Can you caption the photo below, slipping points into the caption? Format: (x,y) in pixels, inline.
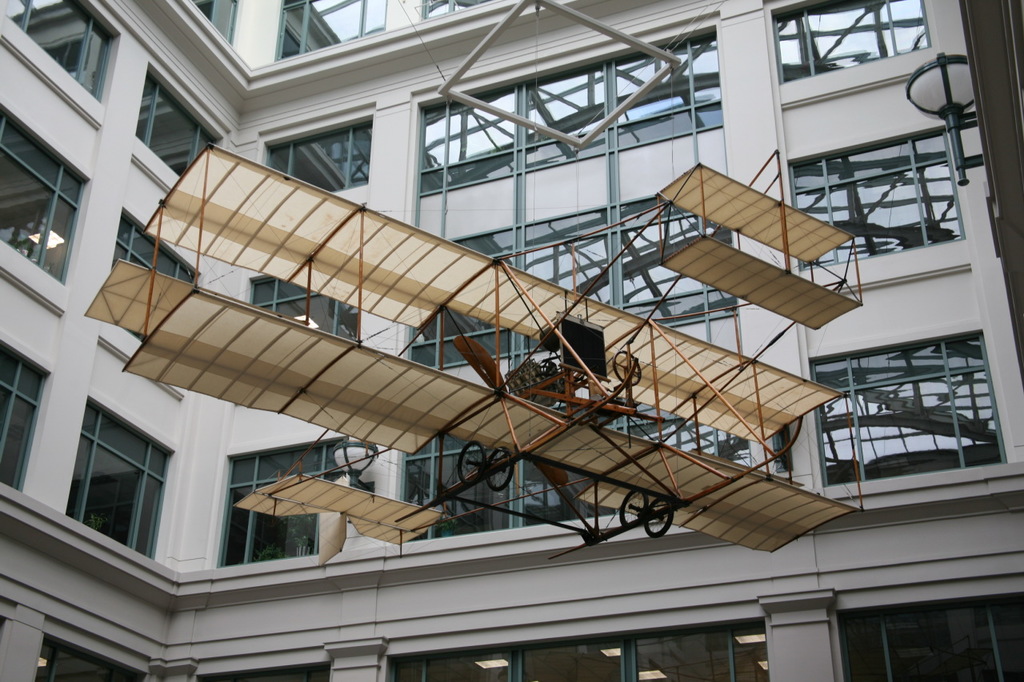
In this image we can see the view of a building (698,618). It has glass windows (921,410). In the center of the image (345,425) there is a vehicle model object (561,327) which is made with wooden sticks (347,203).
